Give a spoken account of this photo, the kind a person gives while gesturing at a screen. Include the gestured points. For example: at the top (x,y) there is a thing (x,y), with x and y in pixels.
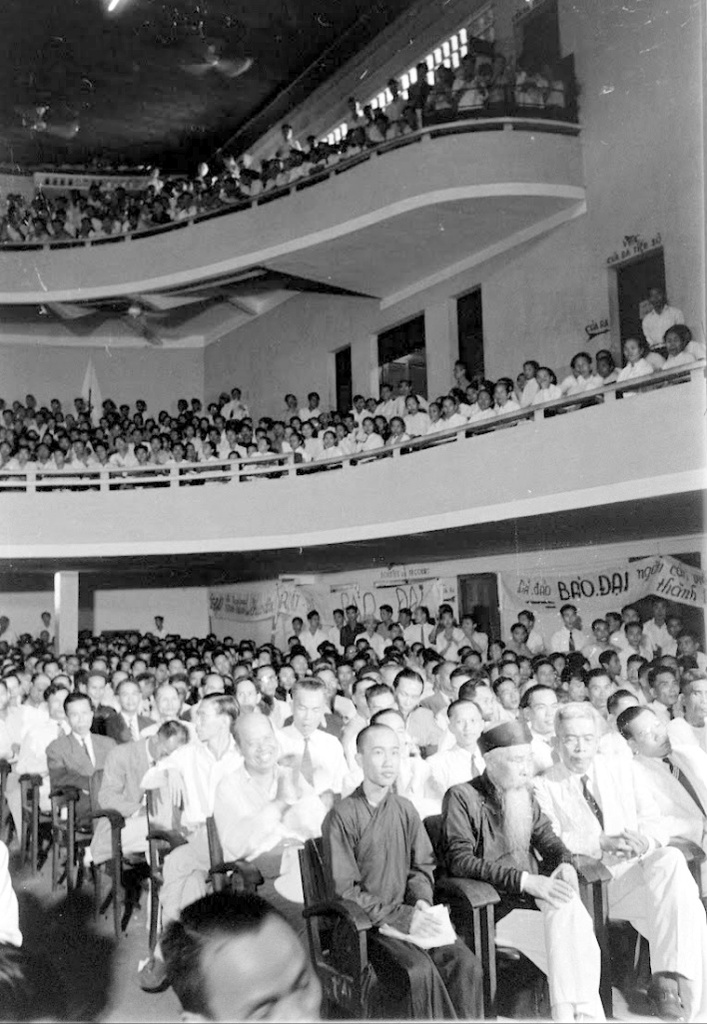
It is a black and white picture. In the center of the image (442,665) we can see a few people (395,771) are sitting and a few people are standing. And we can see the front person (401,912) is holding some object (427,928). In the background (474,457) there is a wall (499,298), banners (531,598), fences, few people (401,435) and a few other objects (495,588).
